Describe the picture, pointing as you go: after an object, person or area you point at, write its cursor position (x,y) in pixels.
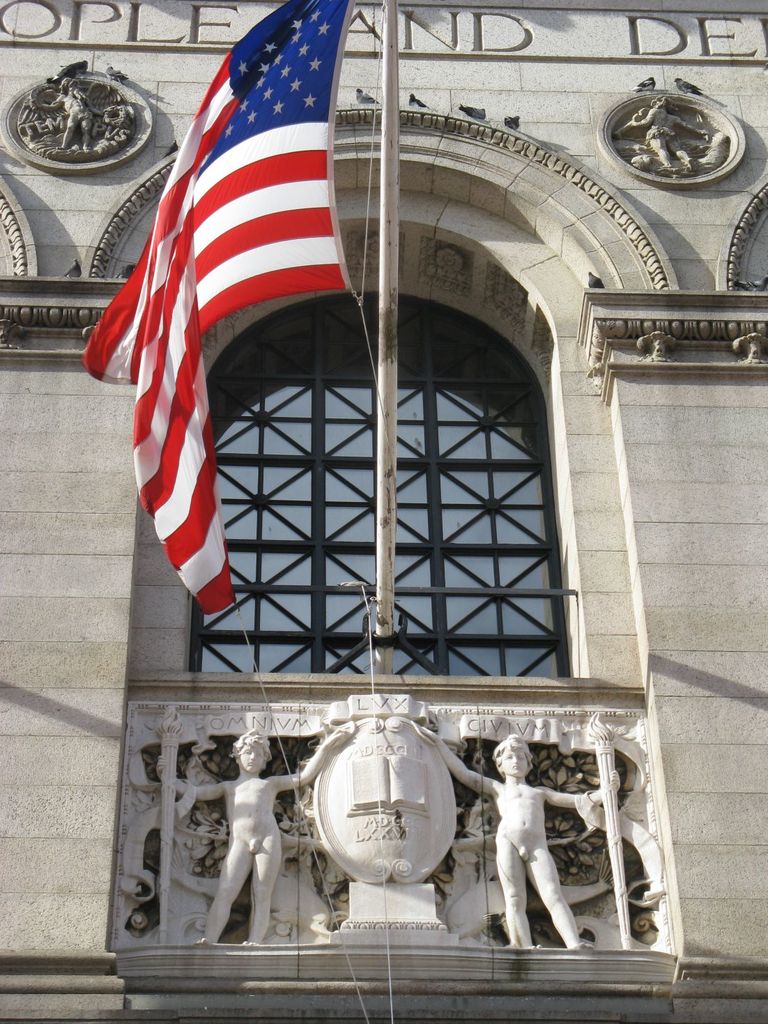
This picture is taken from outside of the building (587,479). In this image, in the middle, we can see a pole (396,250), flag (336,185), sculptures (501,740). In the background (626,519), we can see a building (613,432) and a glass window (545,505).
